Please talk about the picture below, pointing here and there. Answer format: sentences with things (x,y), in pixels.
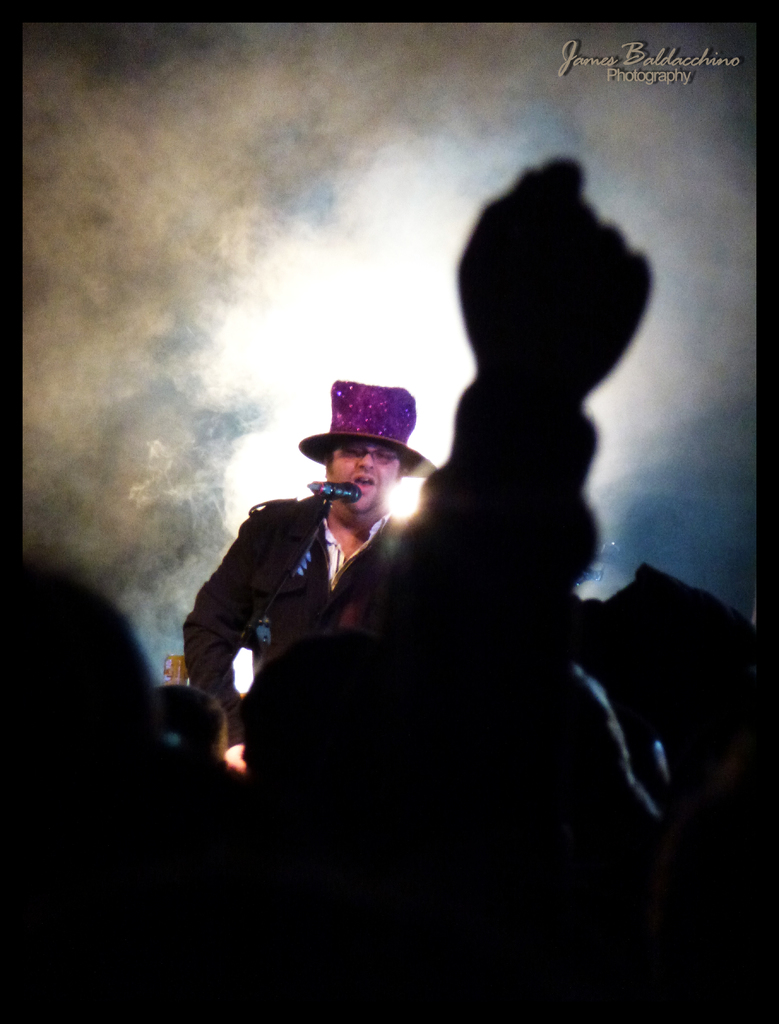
In this image in the front (436,568) there are persons (357,764). In the background (339,522) there is a man (305,540) standing and singing and wearing a pink colour hat (376,422).
